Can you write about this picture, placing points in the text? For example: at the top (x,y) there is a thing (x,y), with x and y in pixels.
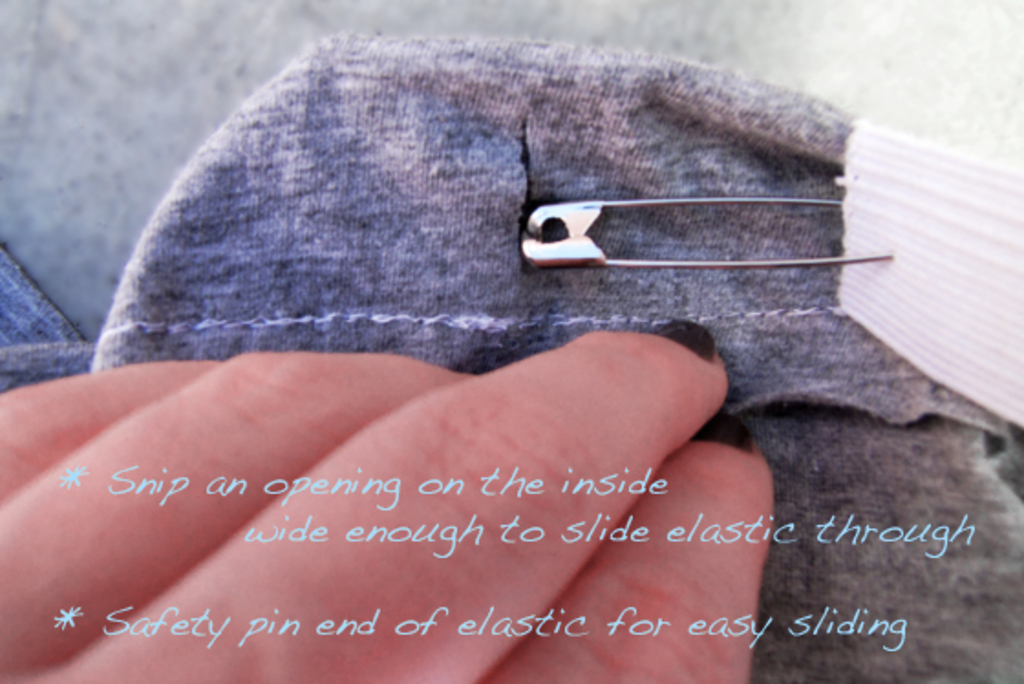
In this image there is a person's hand (416,533) towards the bottom of the image (454,567), there is text (471,526) towards the bottom of the image (393,480), there is a cloth (818,422) towards the bottom of the image (816,492), there is an object (927,239) towards the right of the image (950,184), there is a safety pin (572,211), there is ground (927,35) towards the top of the image (65,65).
